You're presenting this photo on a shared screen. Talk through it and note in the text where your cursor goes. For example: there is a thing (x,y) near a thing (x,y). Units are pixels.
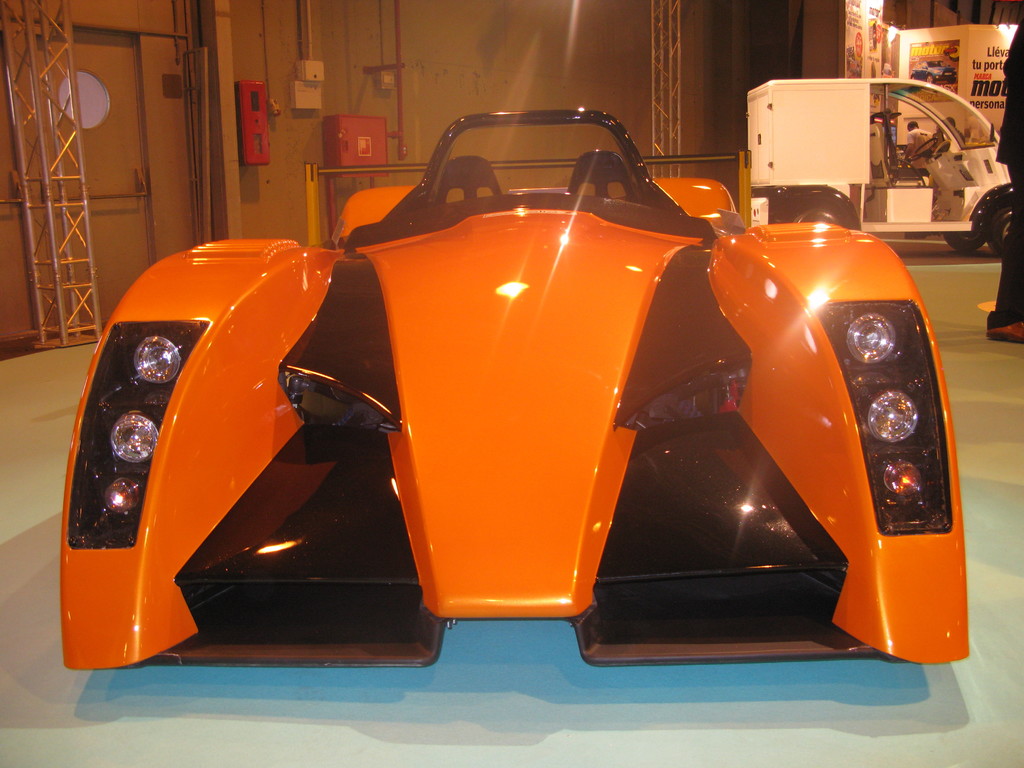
In this image we can see motor vehicles (440,412), iron grills (59,58), doors (111,199), pipelines (307,39), electric cabinets (365,138), advertisements (939,72) and a person (1011,134) on the floor (986,608).
